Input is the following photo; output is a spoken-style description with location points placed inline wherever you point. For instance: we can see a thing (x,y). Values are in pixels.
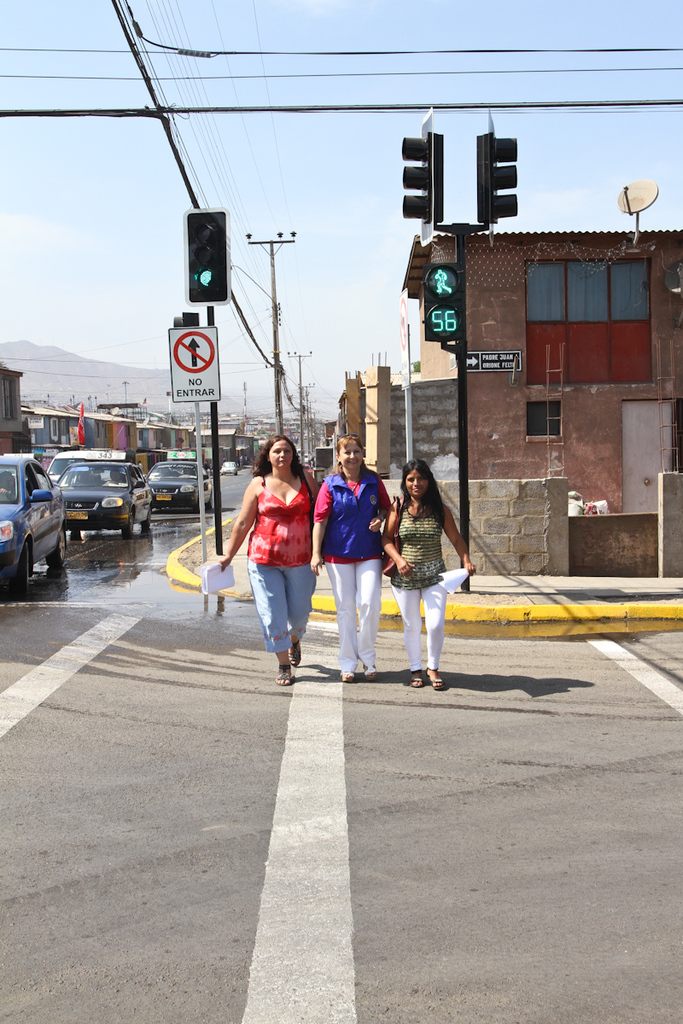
As we can see in the image there is house (623,292), traffic signal (211,218), few people (296,527) walking in the front (315,546), cars (1,530), buildings (60,409), current pole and sky (143,152).
